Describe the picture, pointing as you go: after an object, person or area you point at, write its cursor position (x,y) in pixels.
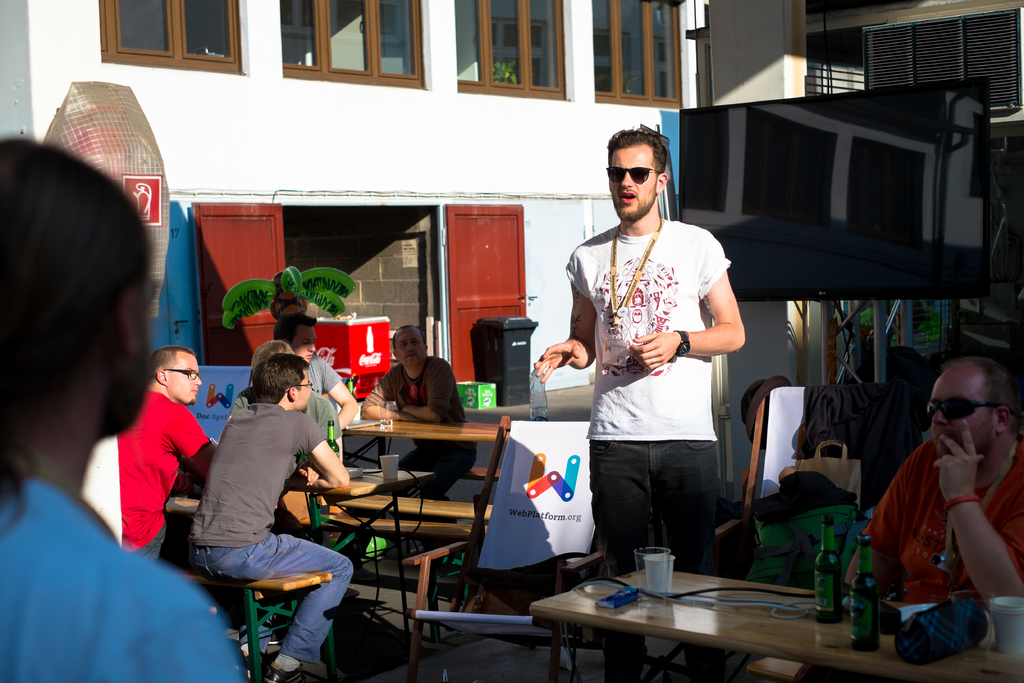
There is a person (645,292) wearing goggles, tag (632,290) and watch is standing and talking. There are many tables (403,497) and benches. On the benches (360,505) some people (960,465) are sitting. On the table (714,584) there are many items (825,576) like glasses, bottles (875,598), cups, pouch (943,610). Also there are chairs (588,483) with banners (534,523) on that. In the back (532,89) there is a building (469,62) with windows (477,44), doors (450,287). Also there is a screen (872,293) with a stand (873,349).
